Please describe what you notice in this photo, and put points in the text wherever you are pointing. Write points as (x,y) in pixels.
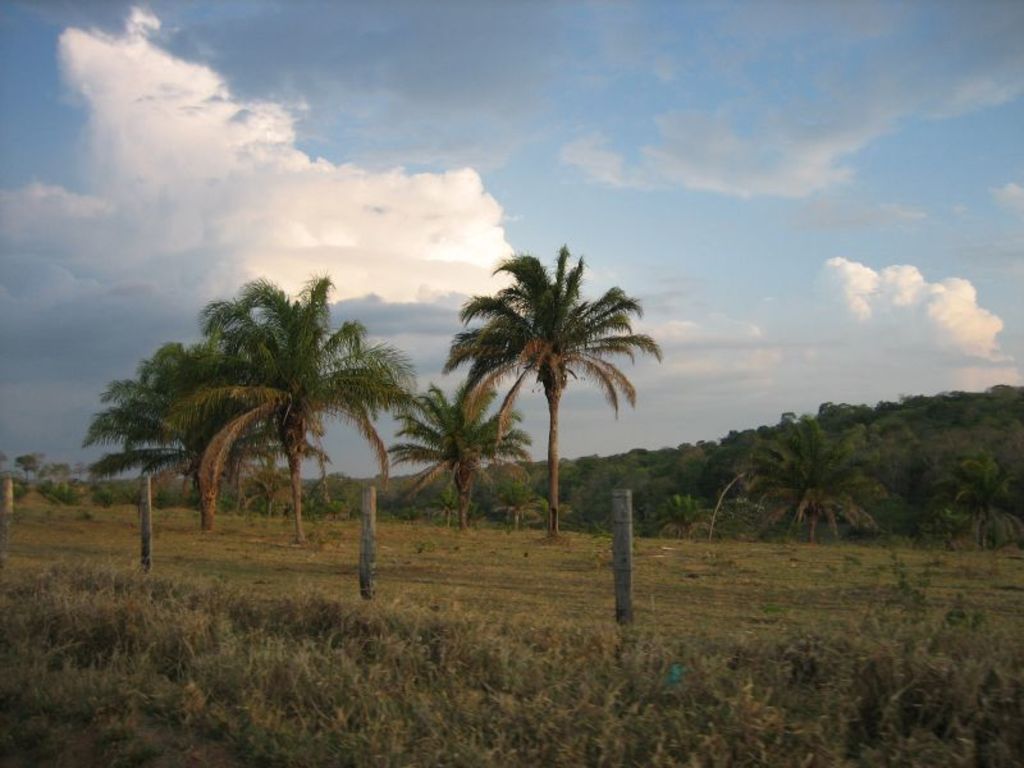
In the center of the image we can see the fence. In the background of the image (325,517) we can see the trees (297,432), grass (409,598) and ground (758,595). At the bottom of the image (794,734) we can see the plants (775,732). At the top of the image (617,141) we can see the clouds (364,274) in the sky (648,272).
